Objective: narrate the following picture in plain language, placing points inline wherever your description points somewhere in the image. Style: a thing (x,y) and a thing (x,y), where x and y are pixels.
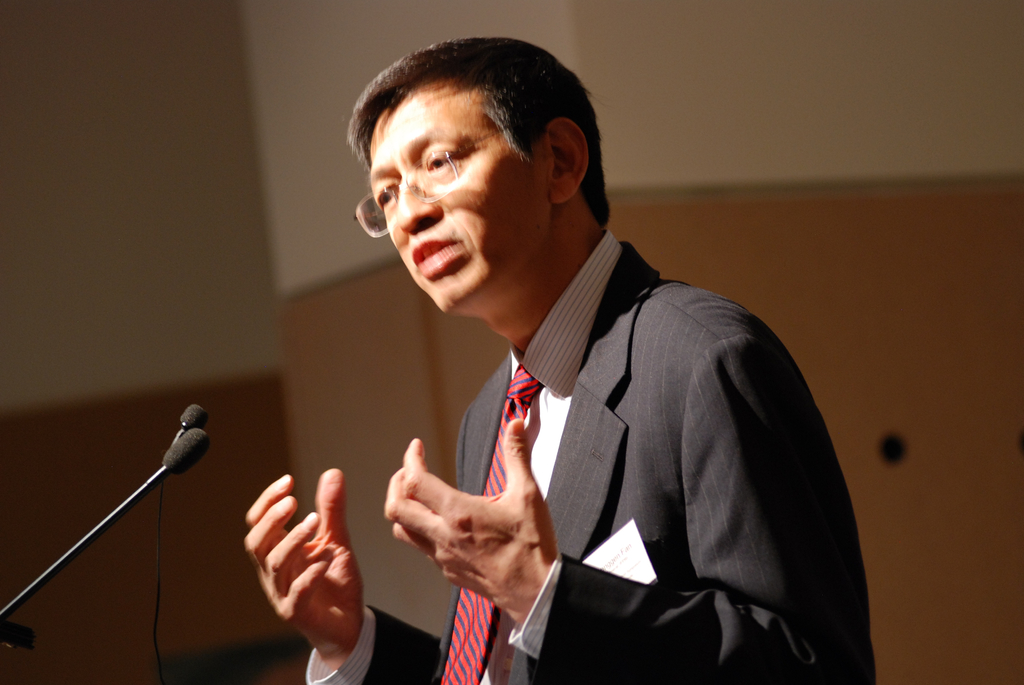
In this image, we can see a person (533,139) wearing clothes (617,389) and spectacles (435,173). There are microphones (184,424) in the bottom left of the image (150,480). In the background (207,227), image is blurred.
